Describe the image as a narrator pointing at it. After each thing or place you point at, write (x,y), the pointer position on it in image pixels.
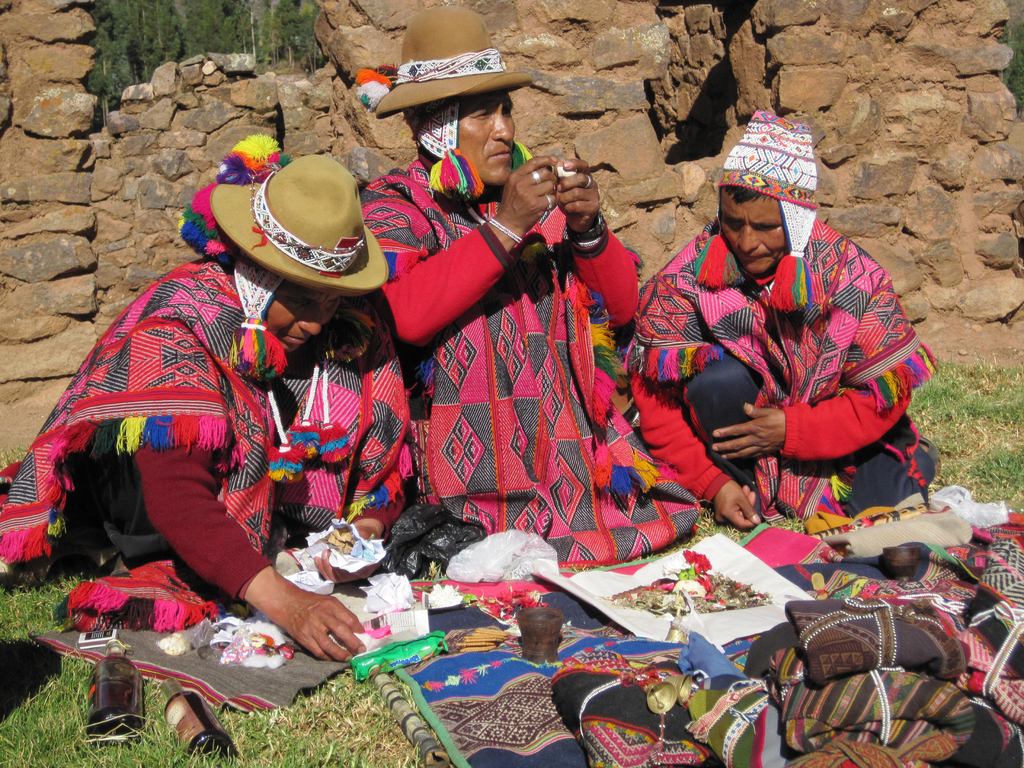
In the foreground of the picture (718,590) there are clothes (563,596) and some objects (465,581). On the left (185,718) there are bottles (109,686). In the center of the picture (428,327) there are three people (519,316) sitting, behind them there is a stone wall (628,131). In the background (204,38) there are trees (176,30). It is sunny.
